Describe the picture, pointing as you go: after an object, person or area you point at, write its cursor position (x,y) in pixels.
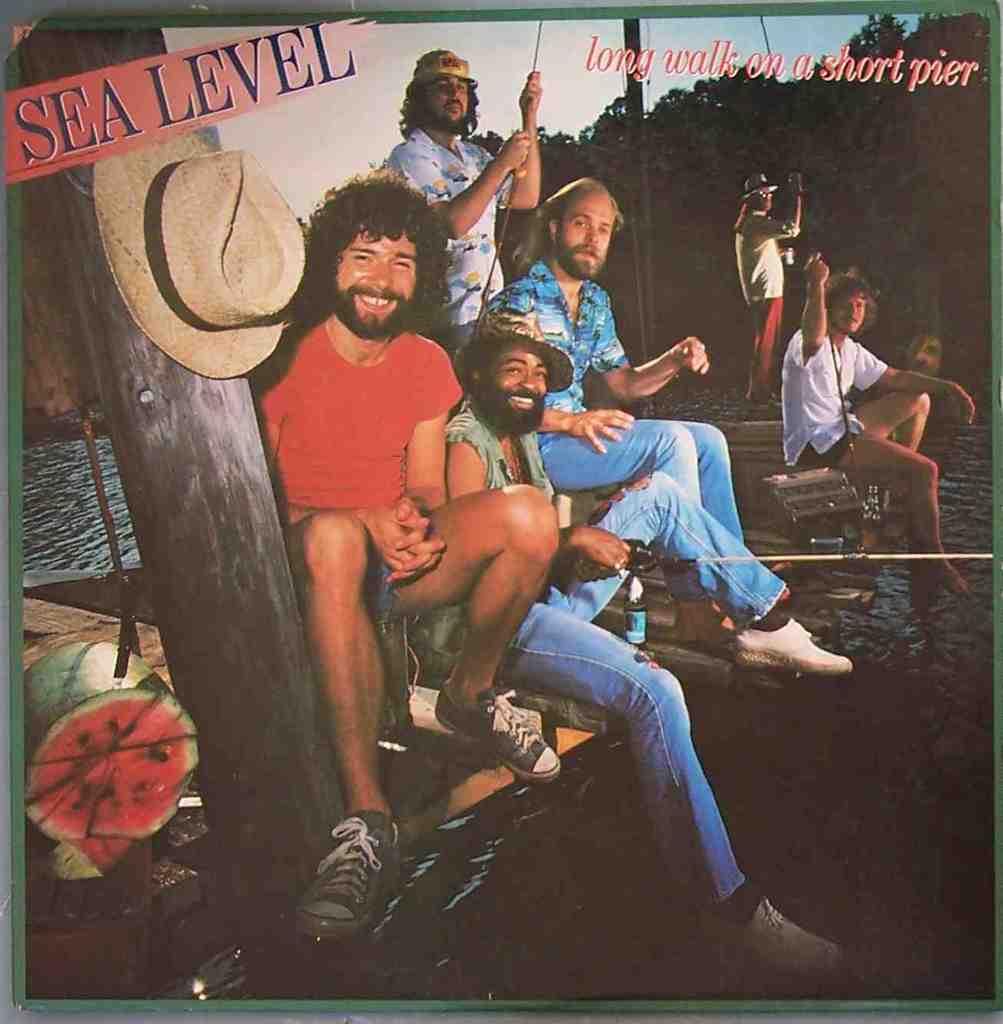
In this image there is a poster (842,366). In the poster (829,351) there are a few people (516,473) sitting and standing on a pier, which is on the river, beside them there is a hat (127,195) hanging on a wooden pole (174,494) on the pier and there is a watermelon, In the background of the poster (190,599) there are trees (670,335) and the sky (359,82). In the foreground of the image (943,74) there is some text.
